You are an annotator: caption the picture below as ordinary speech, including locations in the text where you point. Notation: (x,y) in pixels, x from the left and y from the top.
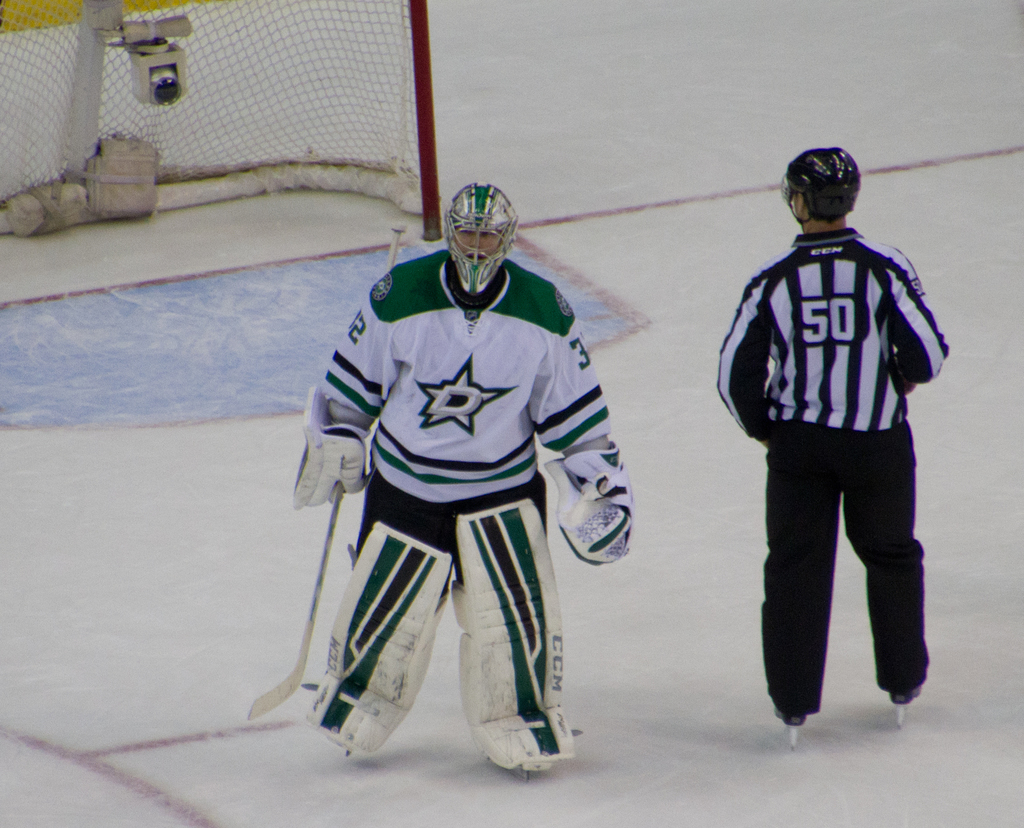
In this image, at the middle (505,354) there is a man (498,389) standing and he is wearing a helmet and holding a stick (298,669), at the right side (855,542) there is a person (827,415) standing, at the background (388,76) there is a net (280,93), there is white color floor (693,174).
